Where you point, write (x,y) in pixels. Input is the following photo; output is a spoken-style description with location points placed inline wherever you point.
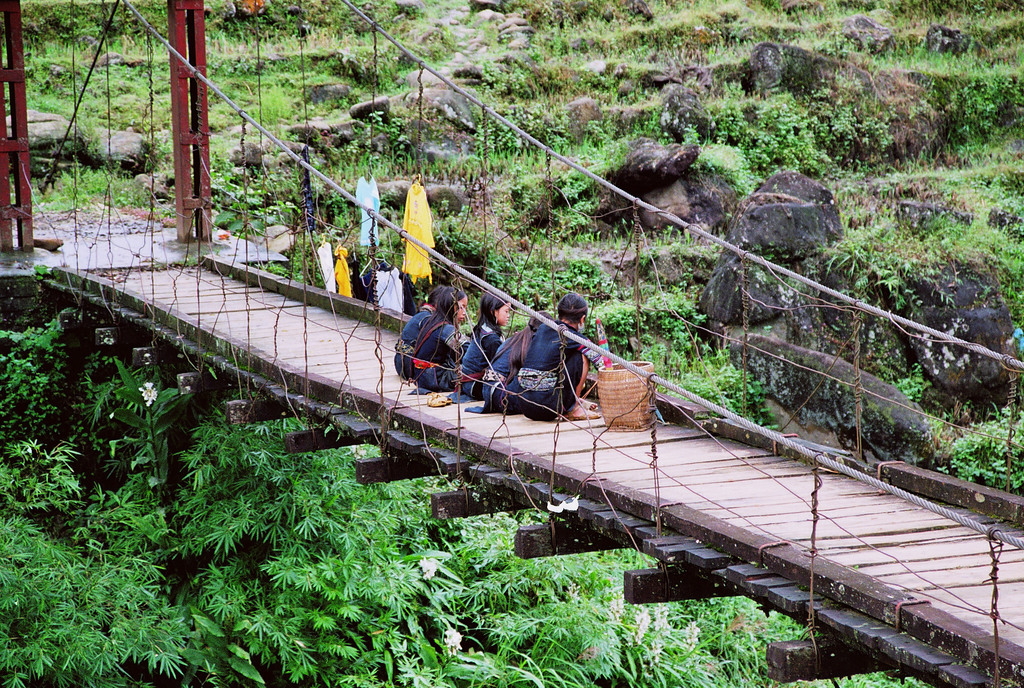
There are people (428,373) sitting on the bridge (661,529), beside this person (581,362) we can see basket (610,373) and we can see clothes (427,239) on net (328,178) and trees (39,426). In the background (314,181) we can see grass (51,42).
